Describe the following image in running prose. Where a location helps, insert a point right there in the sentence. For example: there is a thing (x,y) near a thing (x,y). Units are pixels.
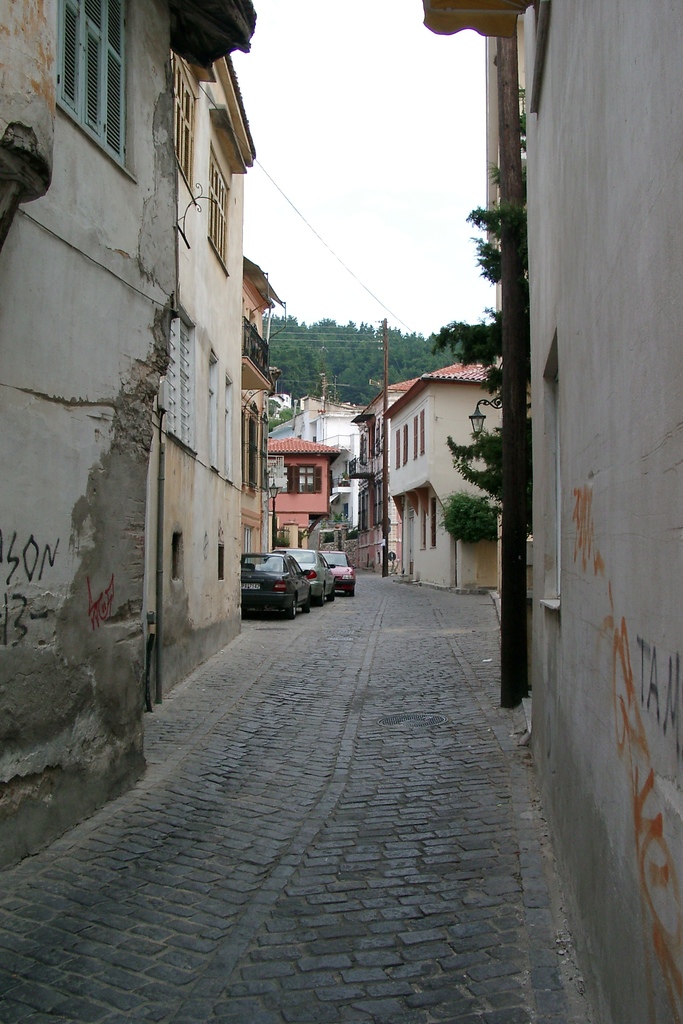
In this picture we can see few buildings (240,451), in the background (315,583) we can find few poles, trees (372,331) and cars (349,564), and also we can see a pipe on the wall (208,485).
